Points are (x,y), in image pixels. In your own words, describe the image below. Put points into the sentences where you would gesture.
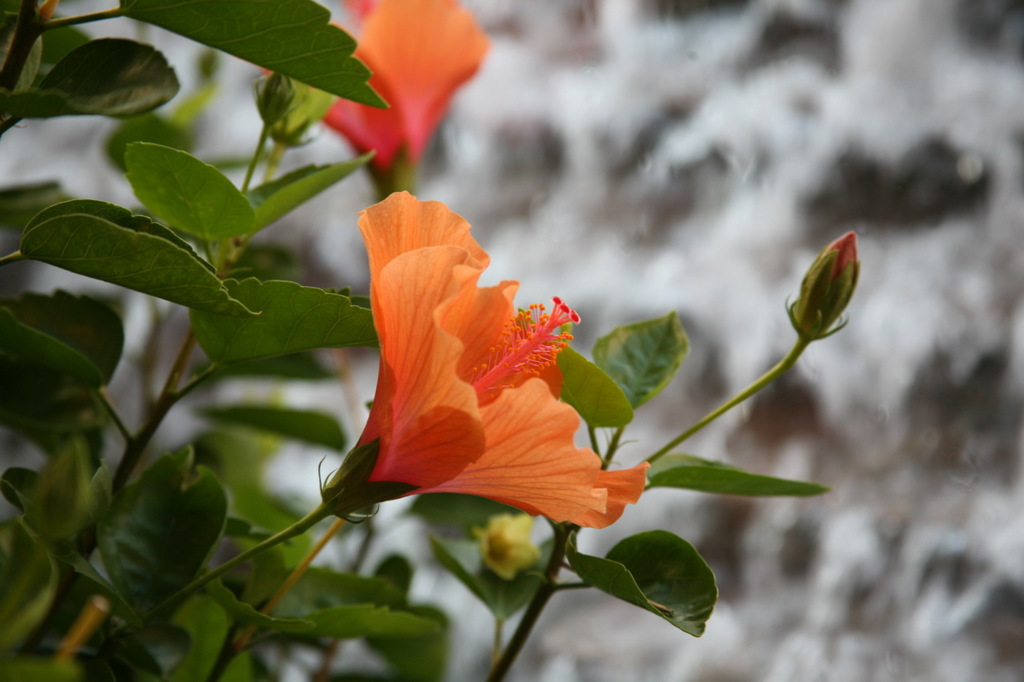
In this image we can see orange color hibiscus flowers (356,474) of a plant (497,587). The background of the image (897,676) is blurred.
